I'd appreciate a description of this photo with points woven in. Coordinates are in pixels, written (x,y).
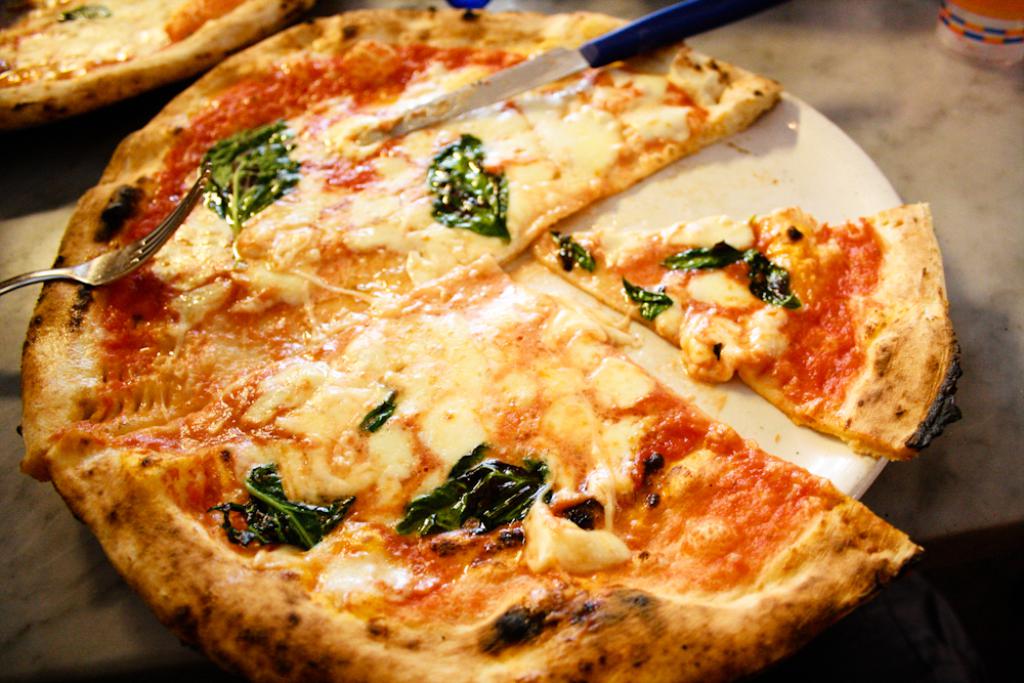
We can see pizzas (159,37), knife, fork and plate (811,170) on surface (831,73).
